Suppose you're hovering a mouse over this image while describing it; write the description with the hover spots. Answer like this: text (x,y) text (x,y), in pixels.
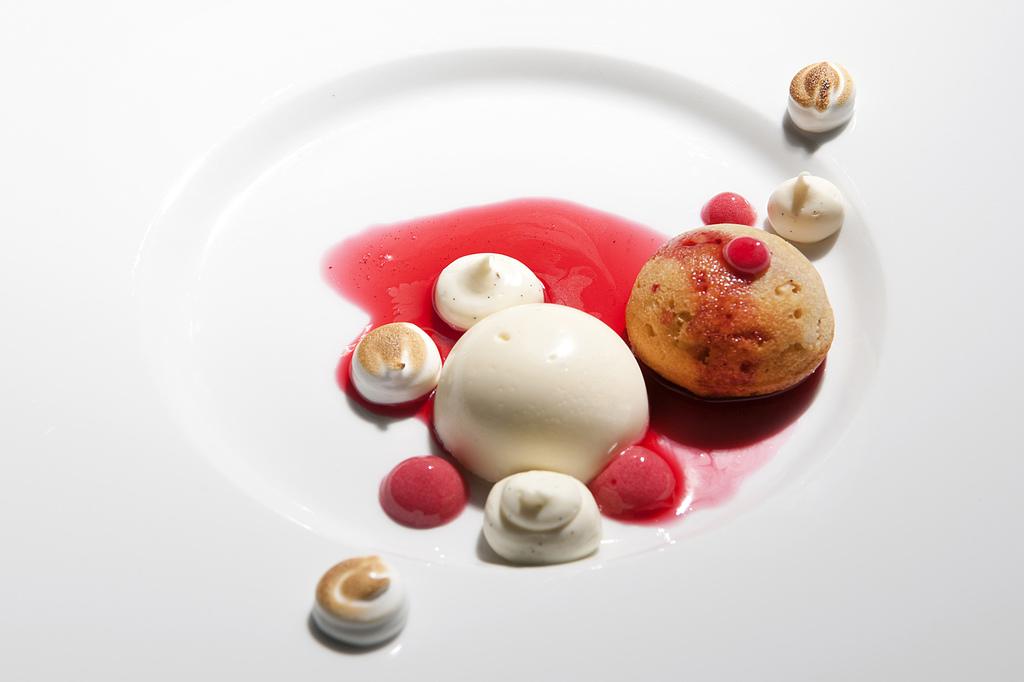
In this picture I can see a food item (506,461) on the plate (423,128).
